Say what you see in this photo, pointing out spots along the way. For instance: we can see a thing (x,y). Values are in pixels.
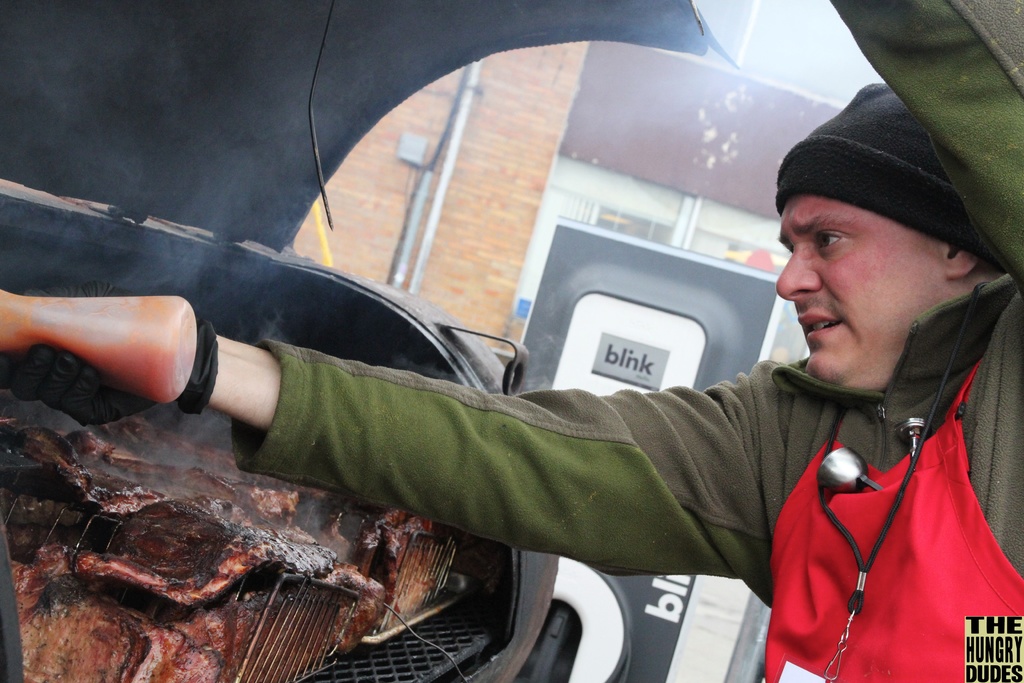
In this image we can see a person (828,393) holding the sauce bottle (86,321). We can also see the meat (228,560) on the grill (400,559). In the background (552,99) there is a building (437,249), board (648,356) with text (630,355) and also plastic tubes (466,95). In the bottom right corner (976,637) there is text (997,638).
